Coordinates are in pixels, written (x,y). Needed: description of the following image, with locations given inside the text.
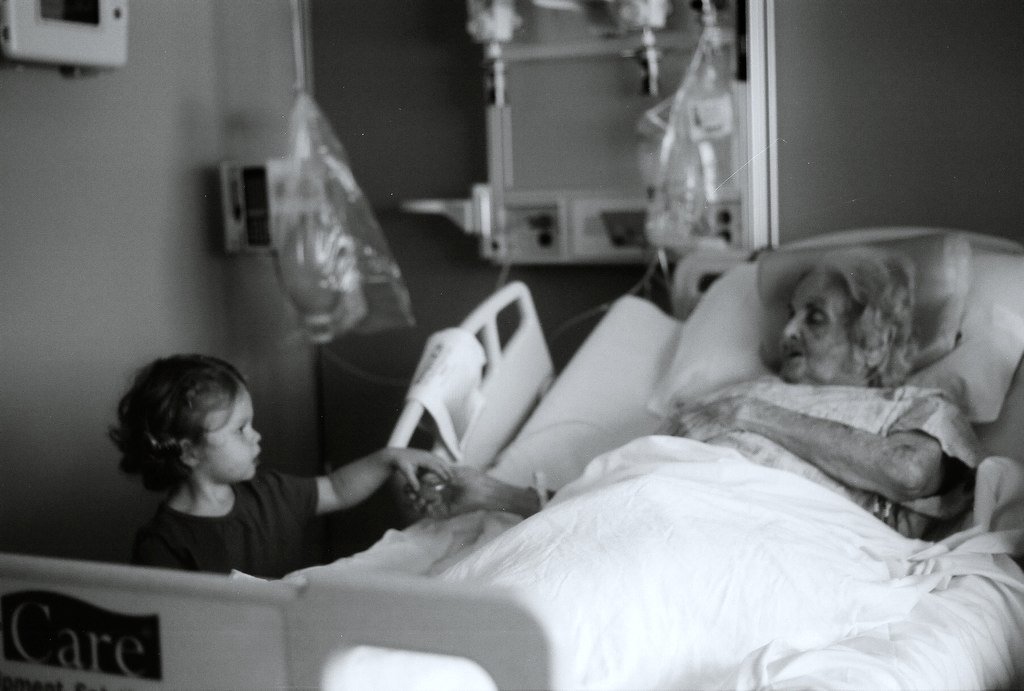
This is of a black and white image. There is a old lady (770,453) lying on the bed (965,352) covered with blanket (689,558), and here is the small boy (235,481) seeing the lady (750,400). At background (581,250) I can see some objects (525,210) attached to the wall (417,110).
